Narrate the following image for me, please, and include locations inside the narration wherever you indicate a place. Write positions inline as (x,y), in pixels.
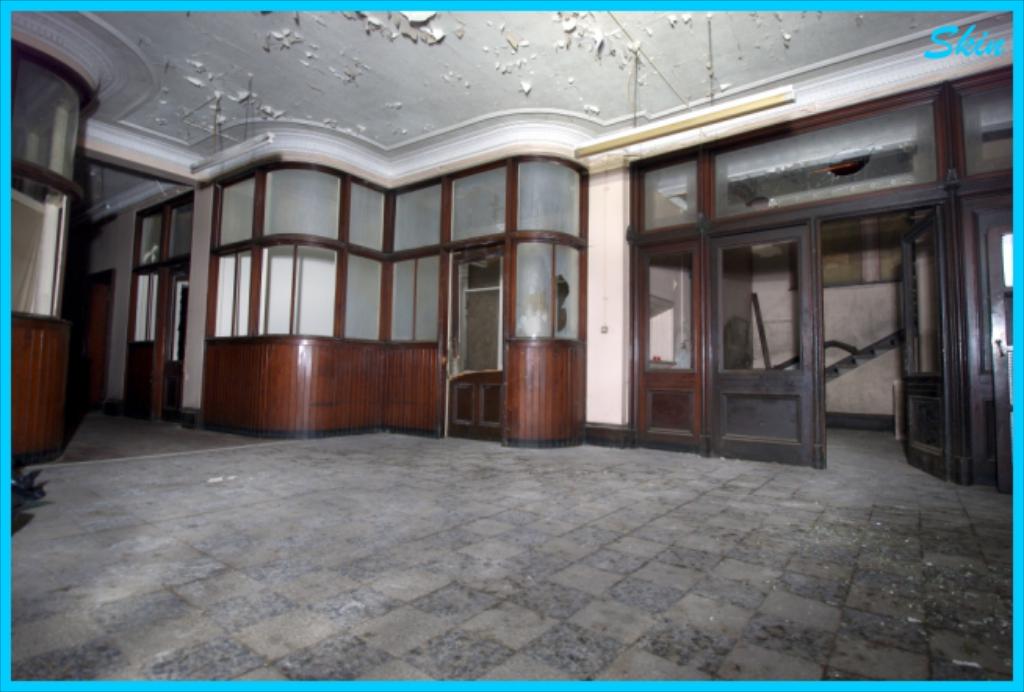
In this image I can see inside view of the houses (787,535) and I can see doors (91,293) and the wall (562,139), roof (668,115) visible in the middle (426,343).
